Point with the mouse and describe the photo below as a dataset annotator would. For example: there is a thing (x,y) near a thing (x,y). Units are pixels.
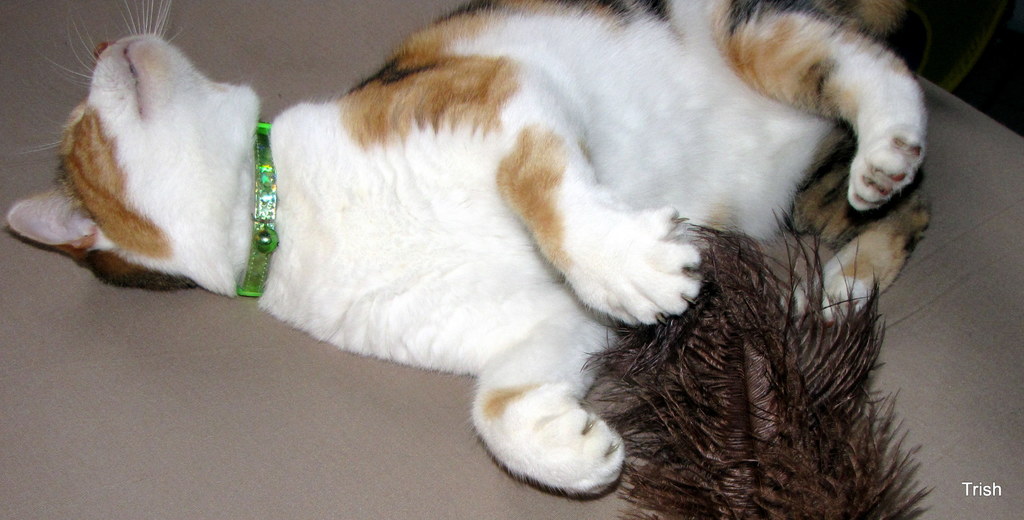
In this image there is a cat (747,232) and a feather (683,400) on the object (57,400).
